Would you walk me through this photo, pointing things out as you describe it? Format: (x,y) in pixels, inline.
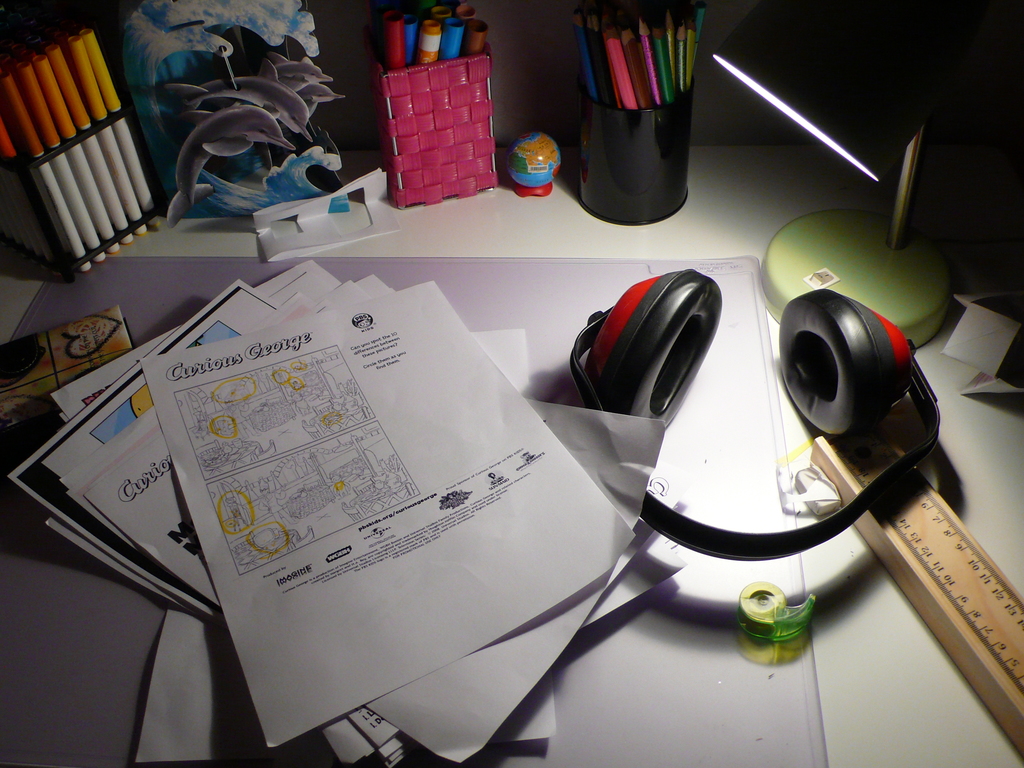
In this image there is a table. There are papers (456,425). There is a scale (1019,640). There is a pencil box (639,179). There is a sketch box (489,102). There is a pens box (432,173). There is a headphone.
